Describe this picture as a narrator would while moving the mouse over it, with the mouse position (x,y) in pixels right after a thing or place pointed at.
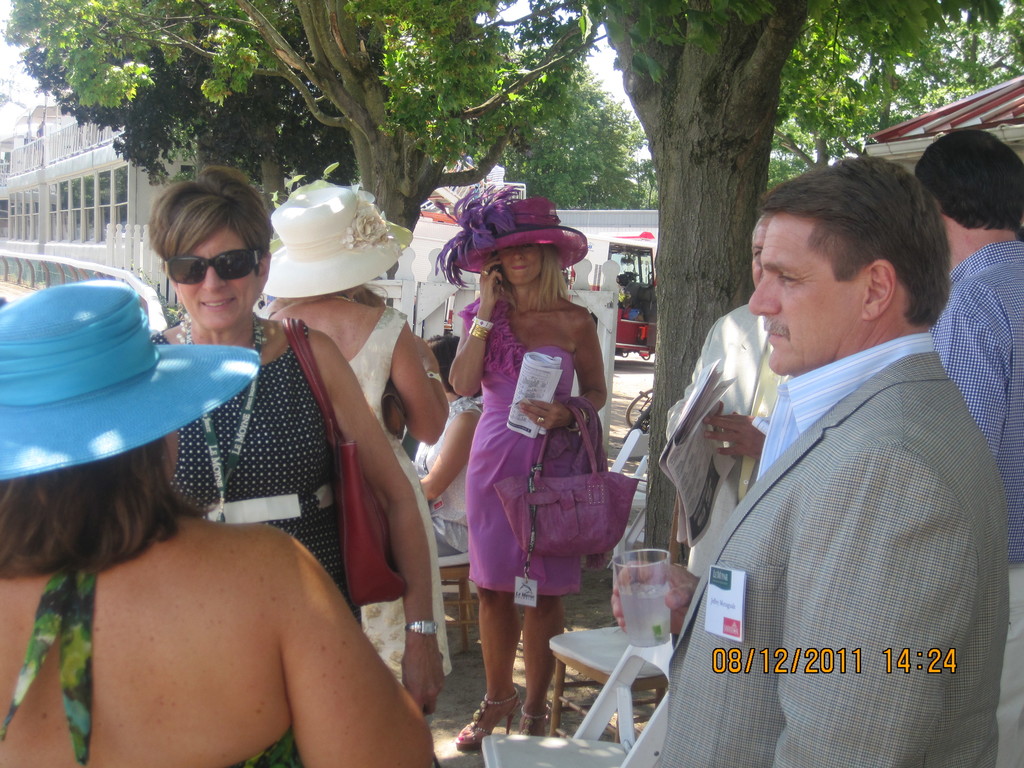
At the bottom of the image (794,656) there is a date and time (831,651), in this image there are a few people (493,569) standing, one of them is holding a glass (629,562) and the other one is speaking in a phone (499,273), around them there are a few other people (463,511) sitting in chairs (463,568), behind them there are trees (298,167), vehicles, tents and buildings (54,108).
